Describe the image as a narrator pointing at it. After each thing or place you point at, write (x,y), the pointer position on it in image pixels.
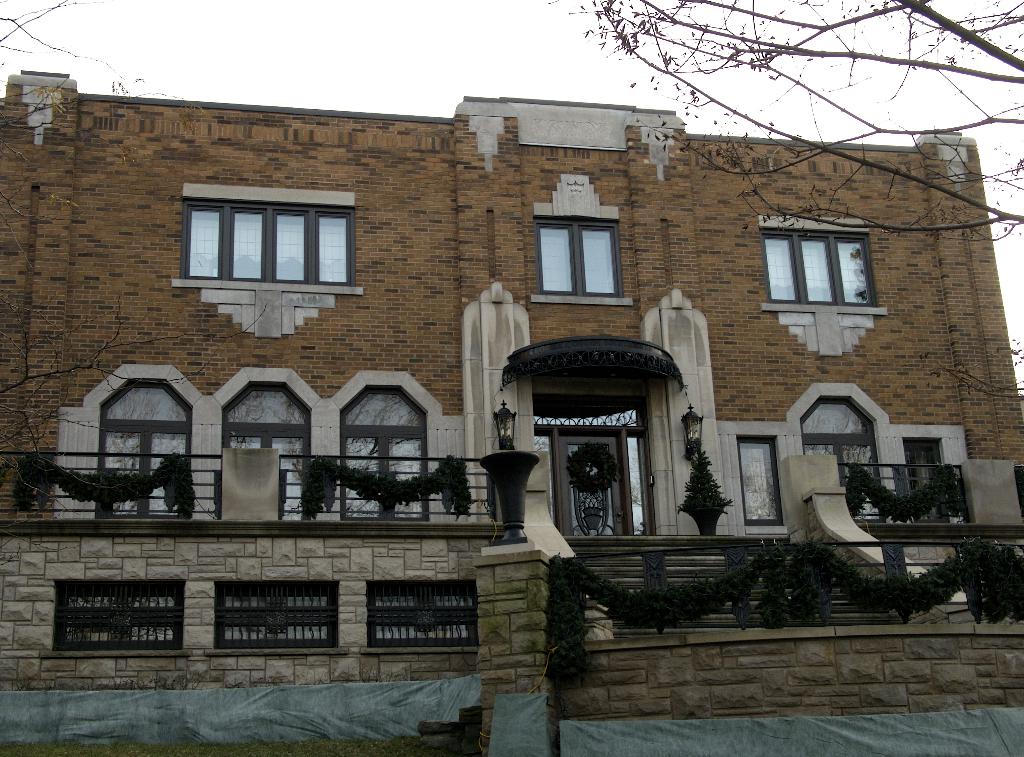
In the image we can see a building (690,308) and the windows (550,256) of the building (442,195). There are lamps (506,433), stairs (627,580), tree branches (830,57) and a white sky (873,23).
